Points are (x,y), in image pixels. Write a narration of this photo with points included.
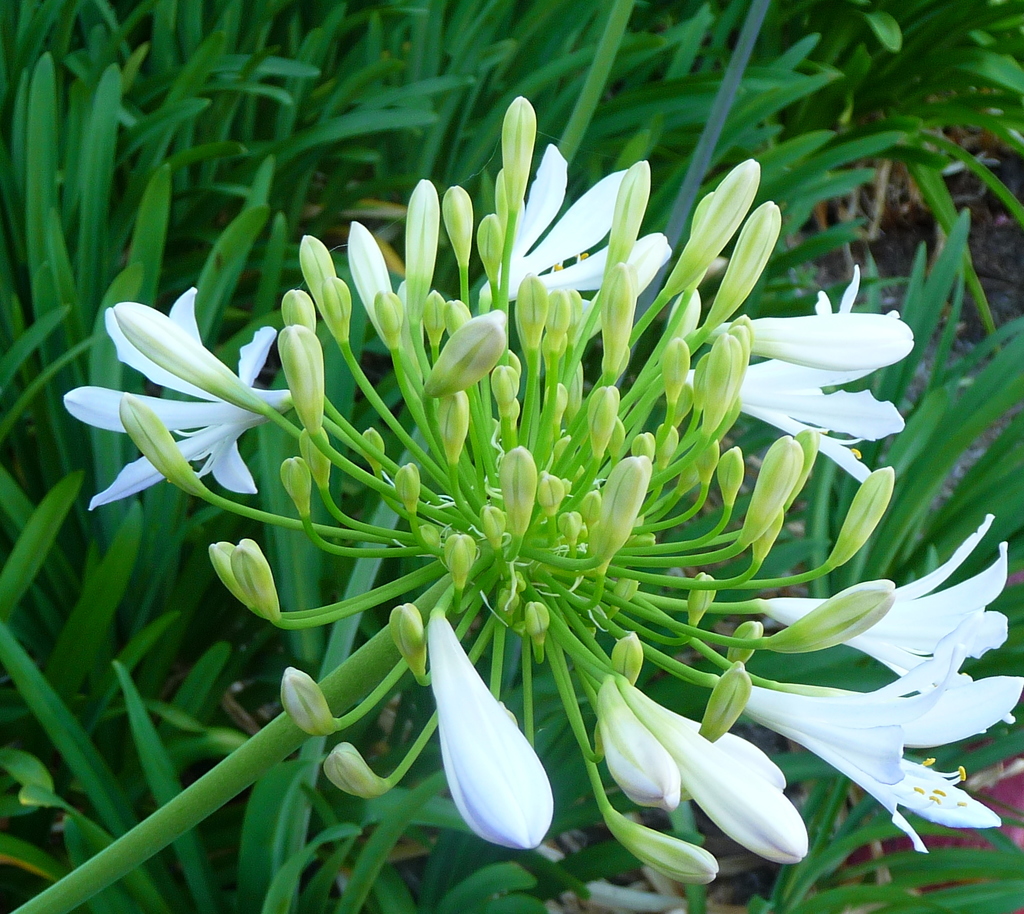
In the picture we can see a group of flowers (444,719) with a group of flower buds (610,737) which are white in color and some are small and light green in color.
